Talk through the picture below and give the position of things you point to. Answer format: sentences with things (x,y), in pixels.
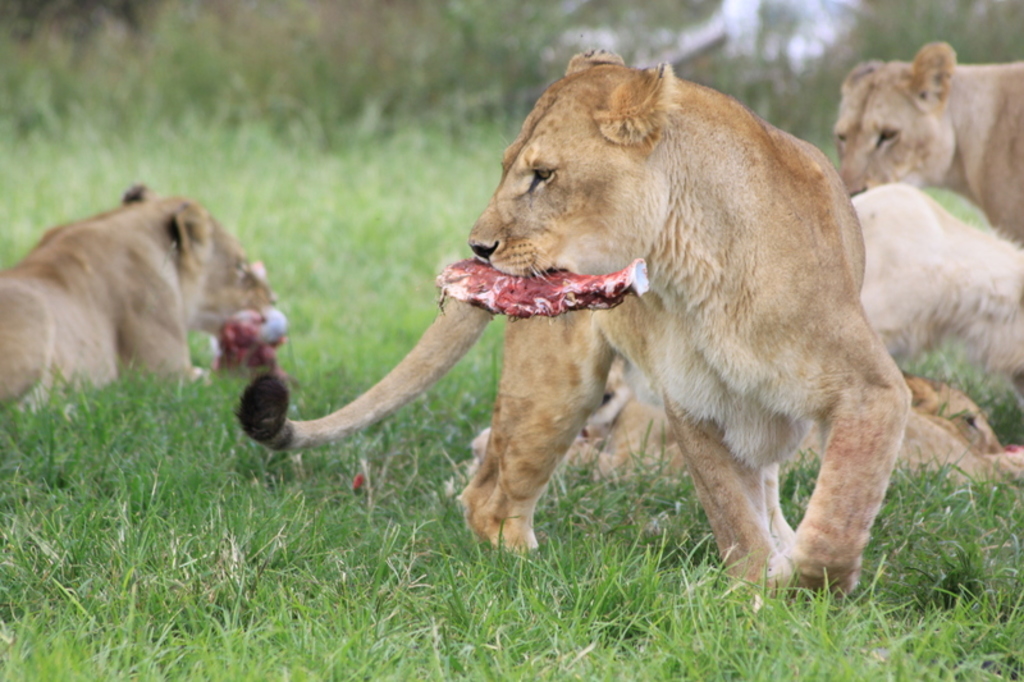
This picture is mainly highlighted with lions (758,215). Here we can see these two lions (633,306) eating a meat (578,305). This is a grass (454,586).
